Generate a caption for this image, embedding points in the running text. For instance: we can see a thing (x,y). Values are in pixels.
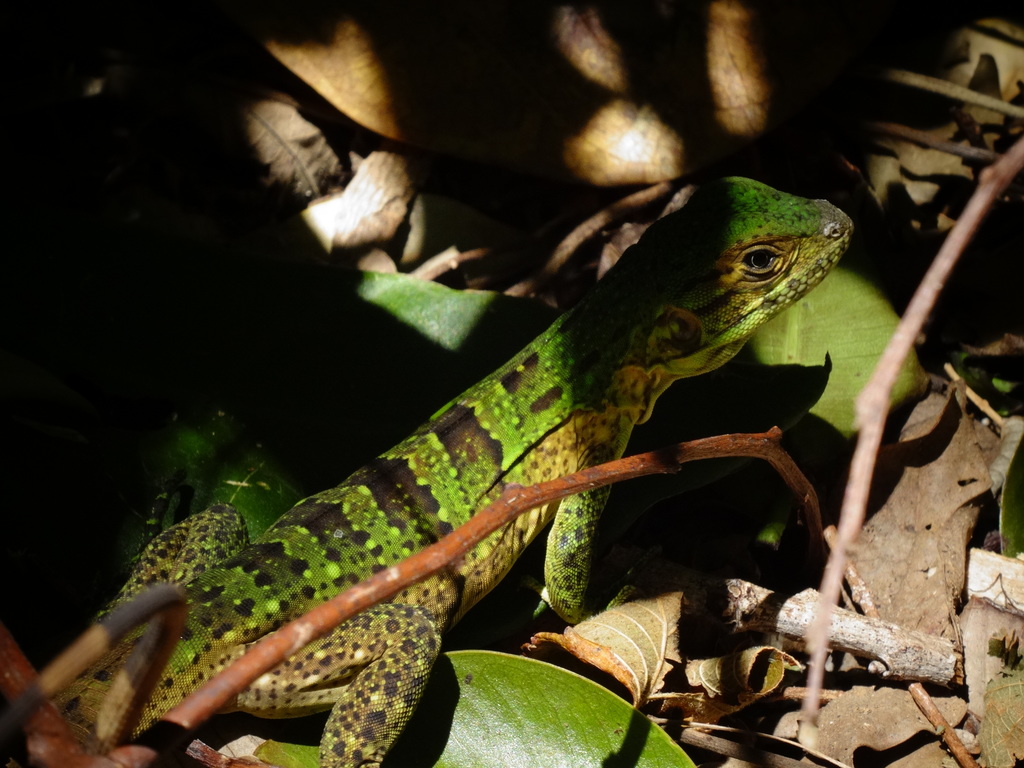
In this picture we can see green color reptile (300,525), who is standing on the leaves (616,629). On the top (758,88) there are dry leaves (607,135).
